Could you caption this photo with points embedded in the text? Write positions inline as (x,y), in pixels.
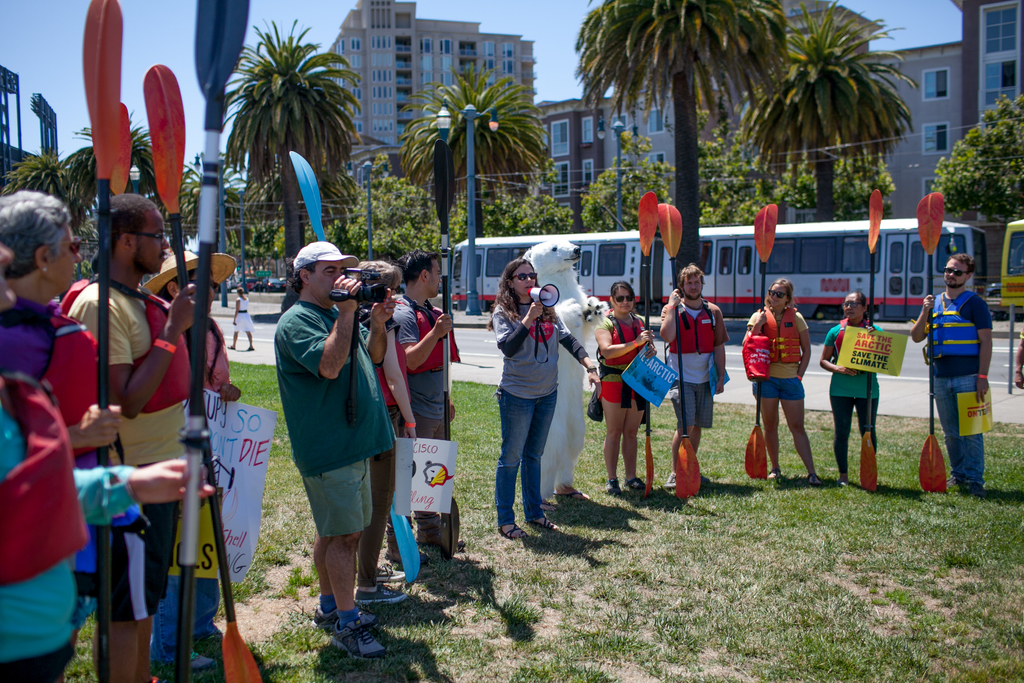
In this image I can see people (408,391) are standing on the ground (274,372) among them this man (318,355) is holding a video camera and others (516,383) are holding some objects (892,346) in hands (596,368). In the background (600,211) I can see a train (727,274), road (810,366), trees (433,213), buildings (578,196) and the sky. Here I can see the grass (572,627).
